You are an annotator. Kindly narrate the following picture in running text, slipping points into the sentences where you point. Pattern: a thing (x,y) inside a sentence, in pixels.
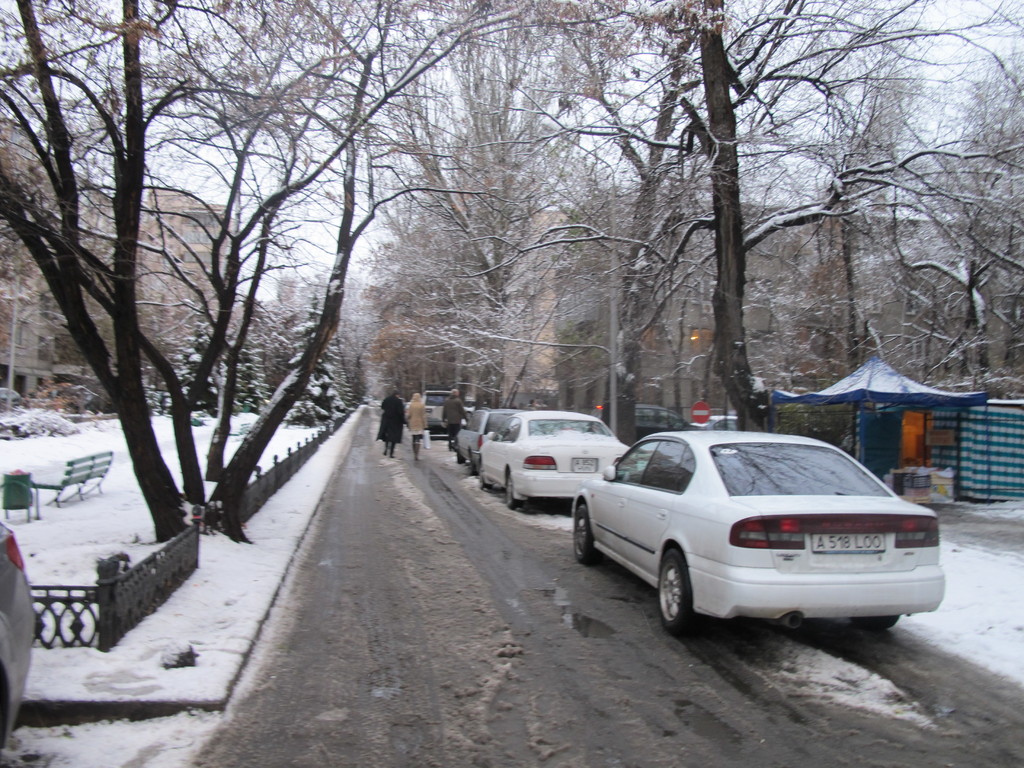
In this image I can see the road (444,457), few vehicles (489,440) on the road (468,697), few persons (453,408) standing, some snow (298,538), few trees (235,535), a tent (875,359), a bench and in the background (15,243) I can see few buildings (685,328) and the sky (680,128).
